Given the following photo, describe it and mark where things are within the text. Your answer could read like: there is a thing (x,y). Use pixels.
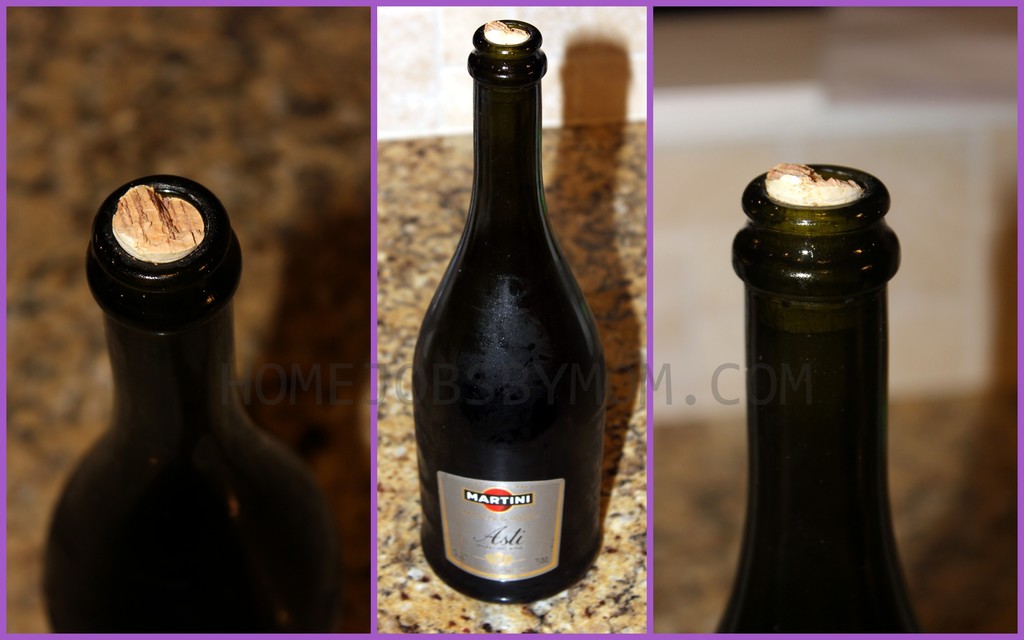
This is collage picture, in these pictures we can see bottles (212,404). In the background of the image (311,383) it is blurry.
